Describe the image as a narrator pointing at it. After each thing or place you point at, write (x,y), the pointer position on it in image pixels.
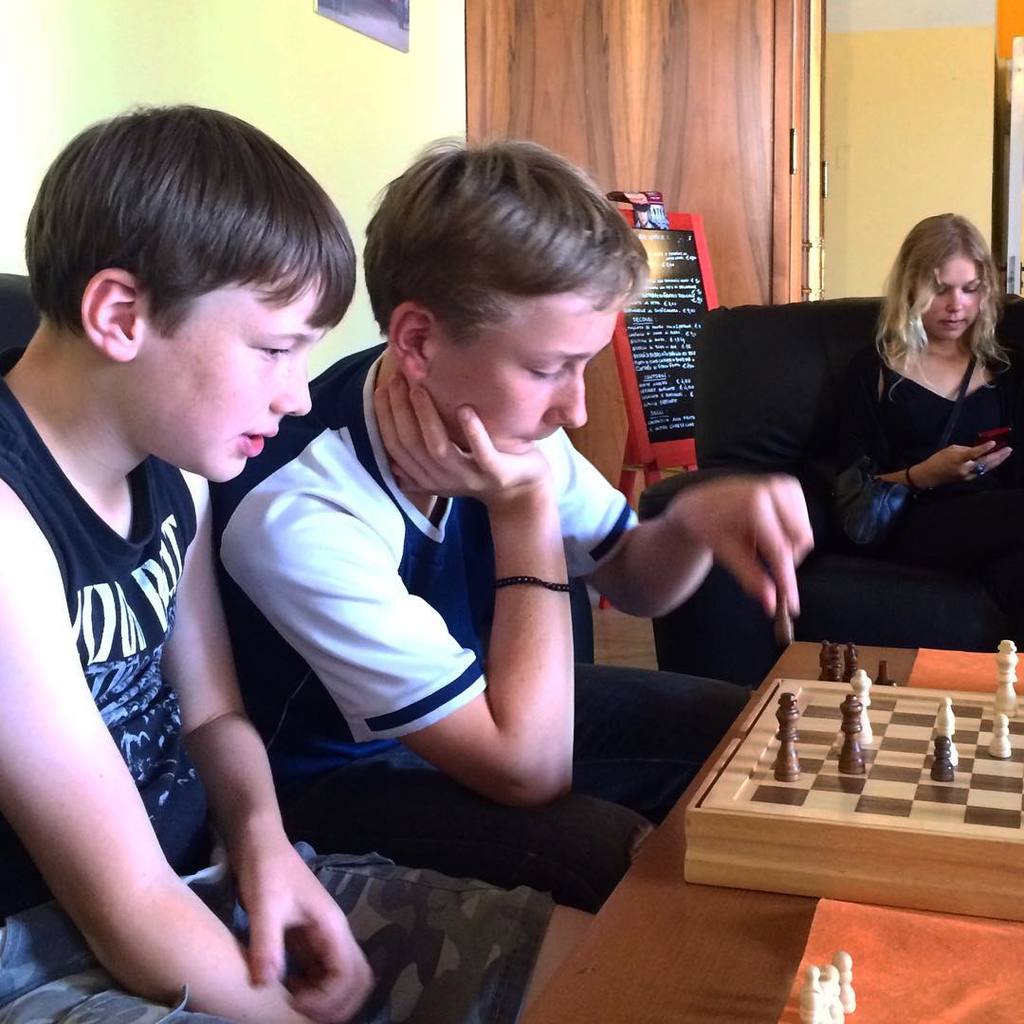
We have three people (1004,541) in the picture where two (357,582) among them are playing the chess (901,767) and the other lady (971,435) is holding a phone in her hand (976,447).
